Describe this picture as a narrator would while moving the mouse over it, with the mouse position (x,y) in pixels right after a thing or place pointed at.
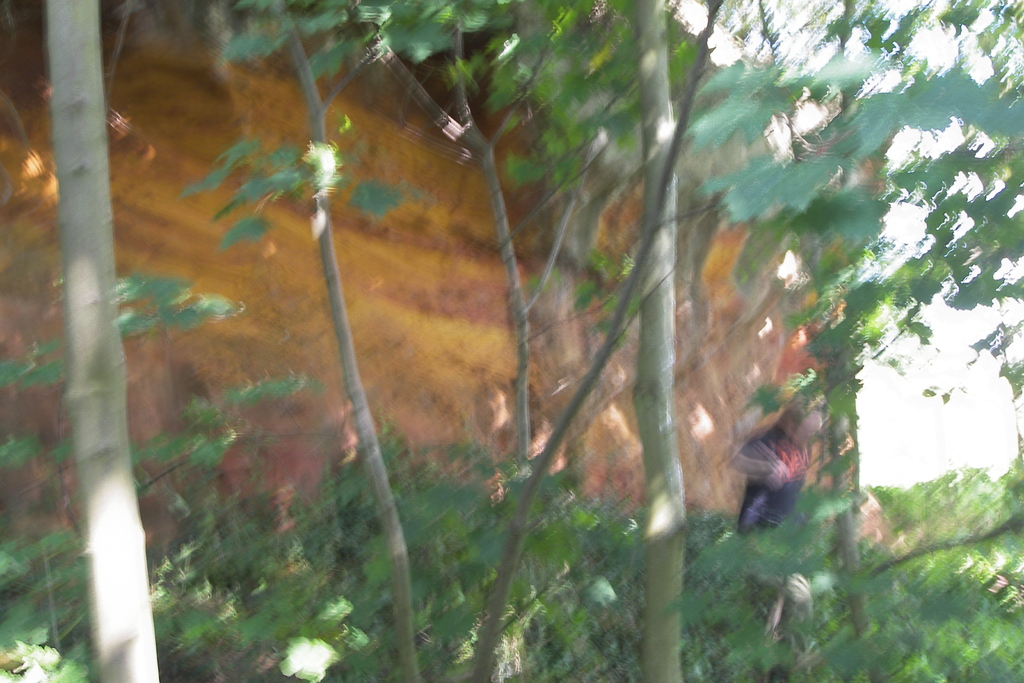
In the foreground of the image (680,637) we can see a group of trees (856,343), plants (552,626), a person (772,508) standing on the ground (761,549). In the background (931,420), we can see mountains (766,327) and the sky (910,405).
